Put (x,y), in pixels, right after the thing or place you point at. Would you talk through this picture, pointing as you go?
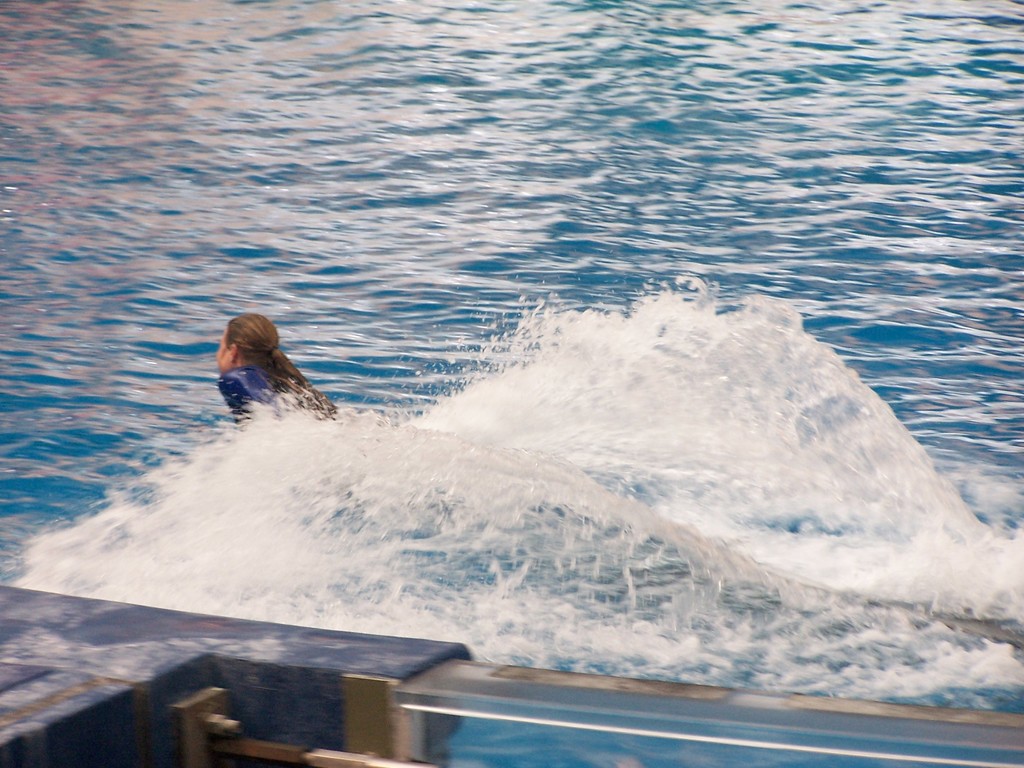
In this image in front (232,744) there is a railing (365,733). There is a person (245,390) swimming in the water (531,206).
